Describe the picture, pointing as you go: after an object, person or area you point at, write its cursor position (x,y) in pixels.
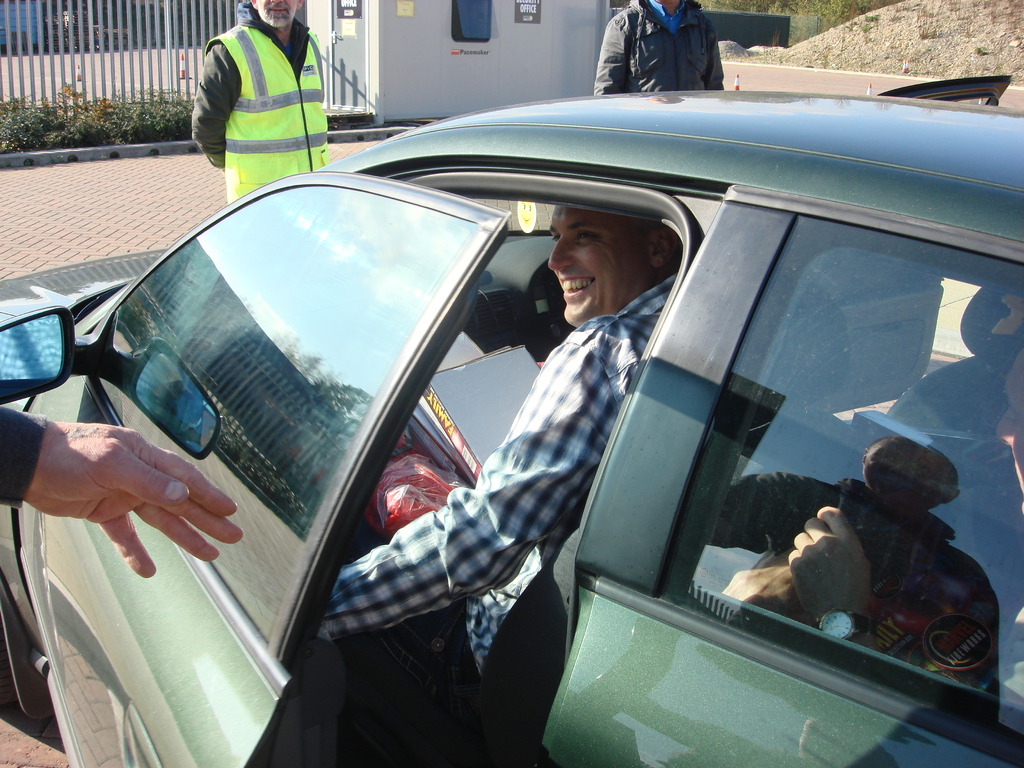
In this image there is a man (528,472) sitting in the car (196,639) by opening its door (208,630). The man (496,594) is holding the boxes (475,409). In front of the car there is a person (258,111) who is wearing the green colour jacket (273,90). Behind him there is a fence (118,24). On the left side (50,434) there is a hand (79,454). On the right side (873,45) top there is sand (882,54) beside the person (662,42).
